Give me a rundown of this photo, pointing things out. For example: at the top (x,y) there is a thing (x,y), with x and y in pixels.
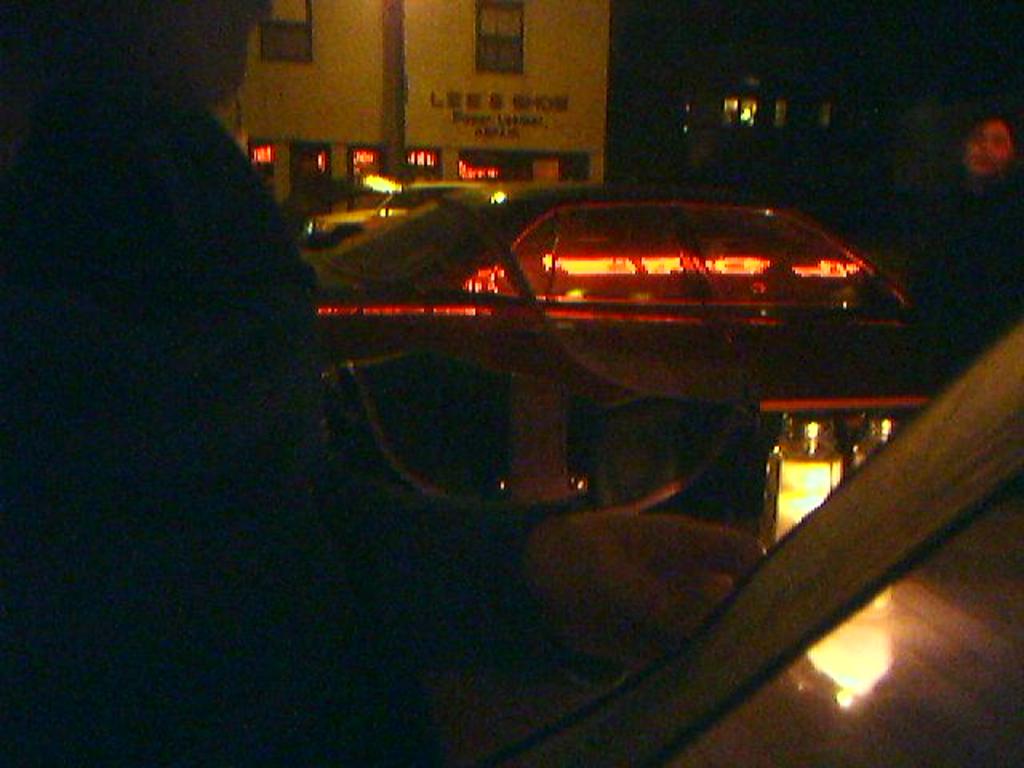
In this image in the center (565,271) there is one car (890,326) and in the background (432,70) there are some buildings (574,179) and windows (317,155). At the bottom (784,524) there are some lights (797,534) and on the left side (200,450) there is one person (407,585).
